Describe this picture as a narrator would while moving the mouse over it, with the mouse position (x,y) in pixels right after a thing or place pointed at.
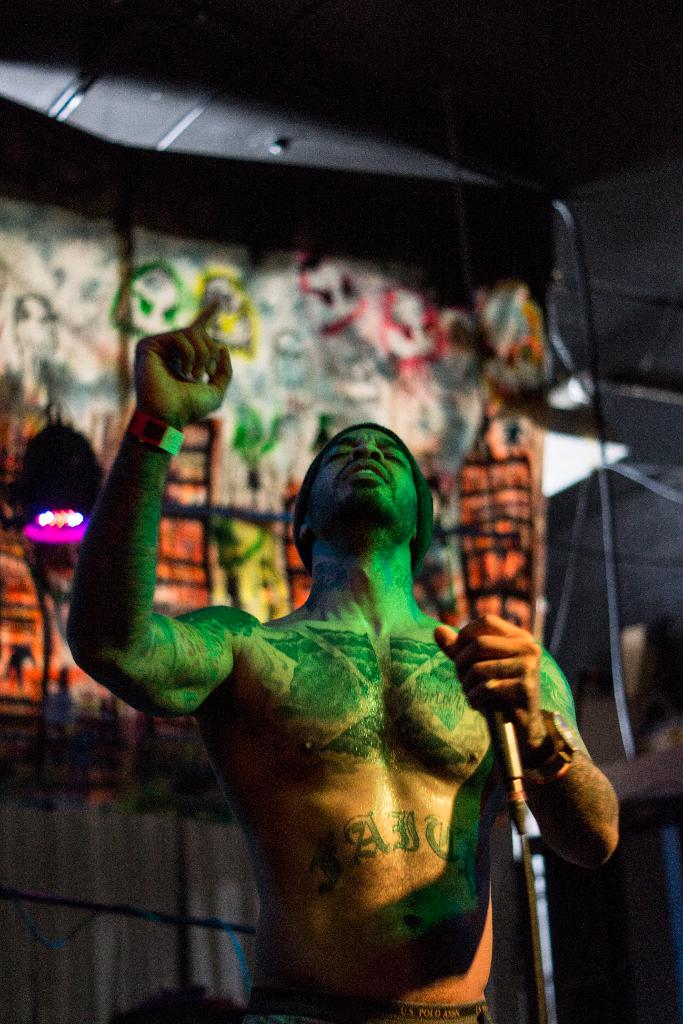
Man (372,507) in the middle of the picture (361,511) is holding microphone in his hands (482,652) and he is singing. Behind him, we see a sheet (409,379) which is colorful and on top of the picture (329,147), we see black color tent (134,105) like.
